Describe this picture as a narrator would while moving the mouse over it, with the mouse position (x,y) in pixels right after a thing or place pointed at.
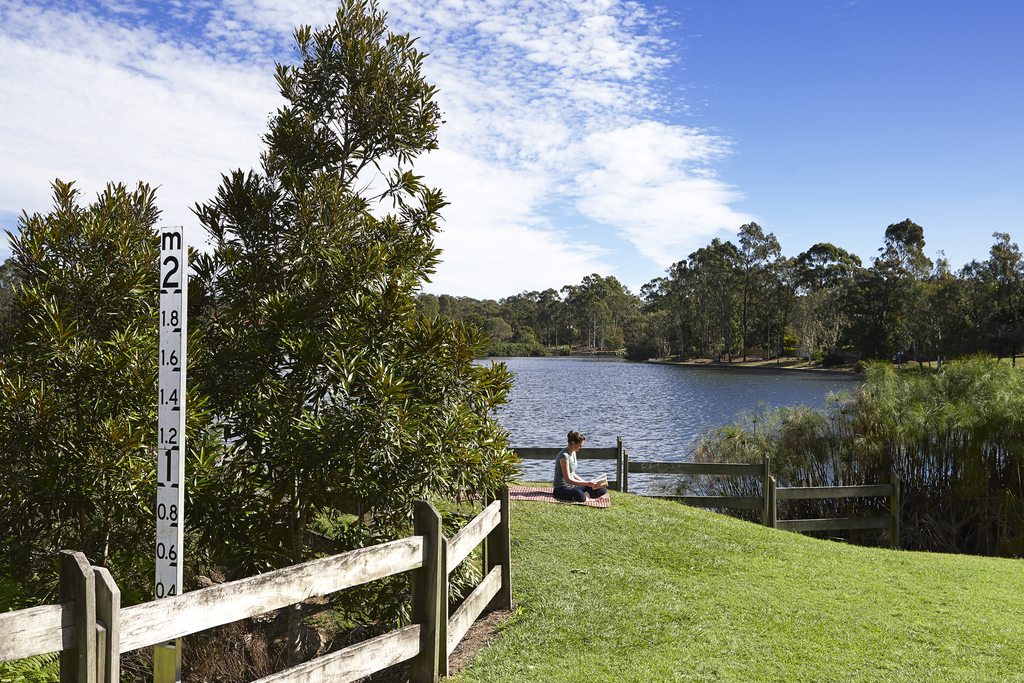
In the center of the image (571,448), we can see a lady (569,478) sitting on the mat (532,495) and holding an object (604,482). In the background (534,447), there are trees (396,583), fences (332,565), a pole (175,493) and there is water (707,380). At the top (643,141), there are clouds (580,132) in the sky (562,172).
